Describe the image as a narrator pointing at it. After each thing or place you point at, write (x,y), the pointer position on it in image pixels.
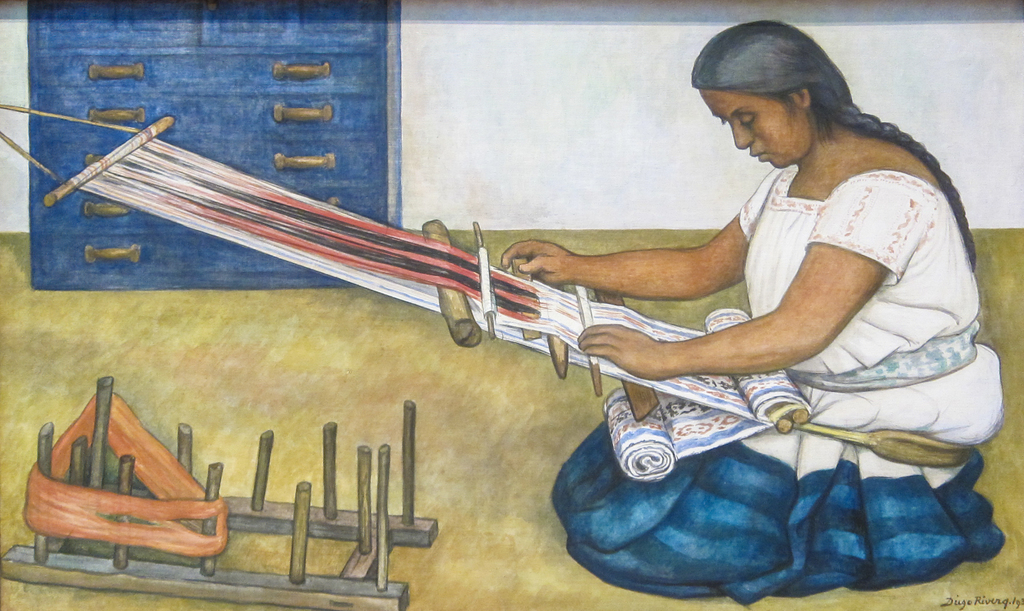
In this picture we can see a painting (829,234) of a person (898,276) and we can see the painting (202,274) of the cloth (385,263) and many other objects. In the background (510,77) we can see the wall (545,65) and a blue color object (285,49) seems to be placed on the ground (134,339).
